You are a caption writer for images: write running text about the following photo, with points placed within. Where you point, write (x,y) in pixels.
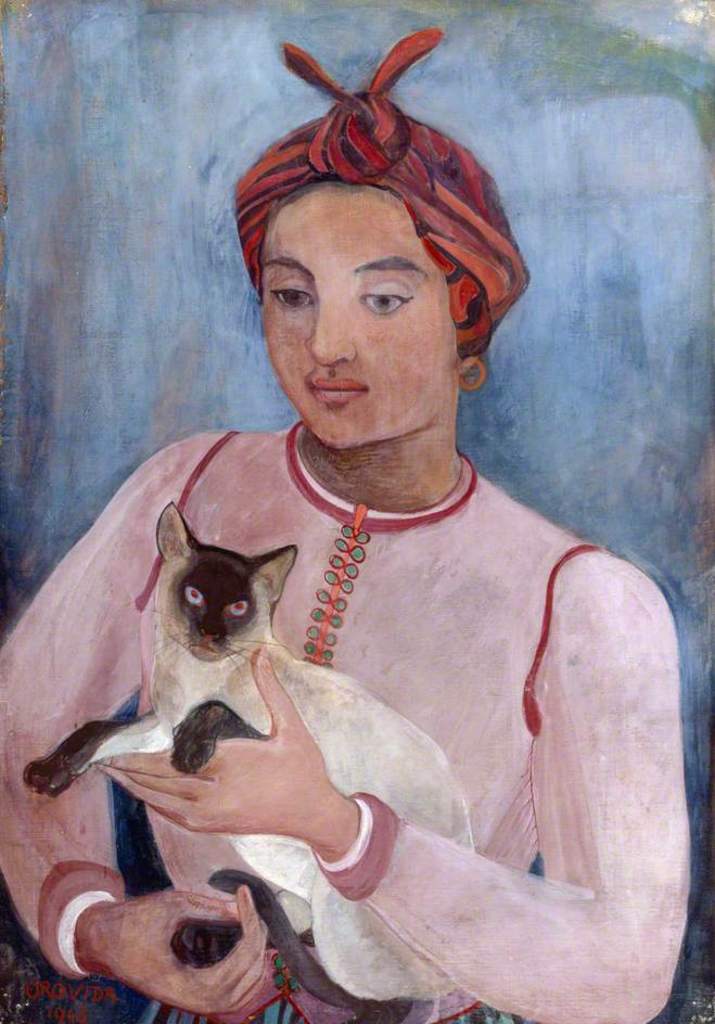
In this picture we can observe a painting (314,464) of a person (335,628), holding a cat (219,686) in their hands (240,745). The cat (210,698) is in black and white color. This person (282,766) is wearing pink color dress (398,662) and a red color cap (340,155) on their head (324,218). The background (225,289) is in blue color.
